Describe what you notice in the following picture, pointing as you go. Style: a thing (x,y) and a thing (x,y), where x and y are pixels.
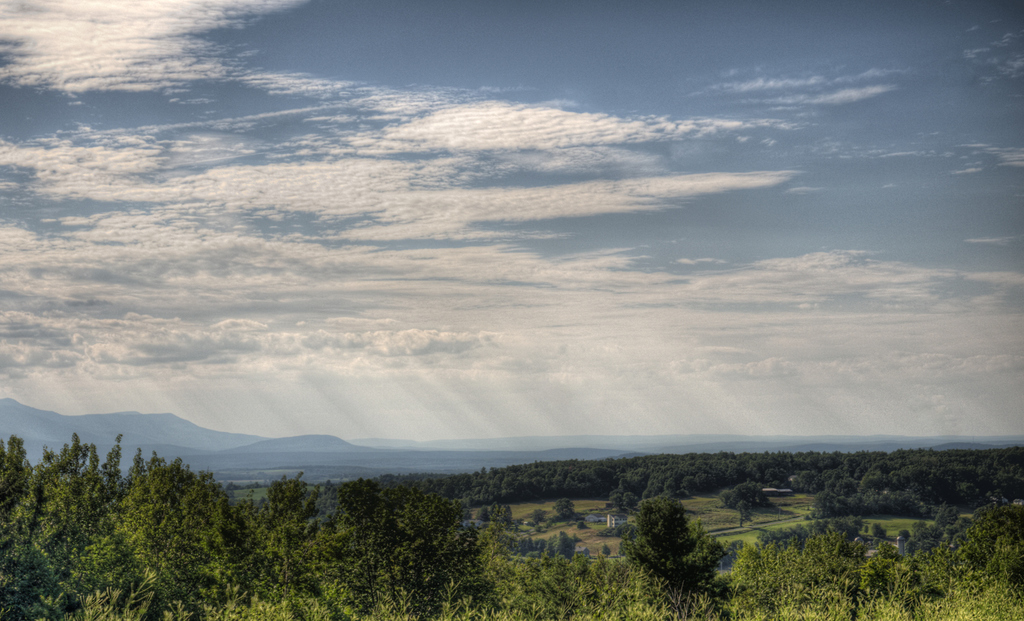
This image is taken outdoors. At the top of the image (152,151) there is the sky (231,180) with clouds (557,297). At the bottom of the image (508,569) there are many trees (867,568) and plants (860,604) with leaves (105,503), stems (132,483) and branches (628,585). There is a ground (574,527) with grass (591,529) on it. In the background (233,436) there are a few hills (464,456).
